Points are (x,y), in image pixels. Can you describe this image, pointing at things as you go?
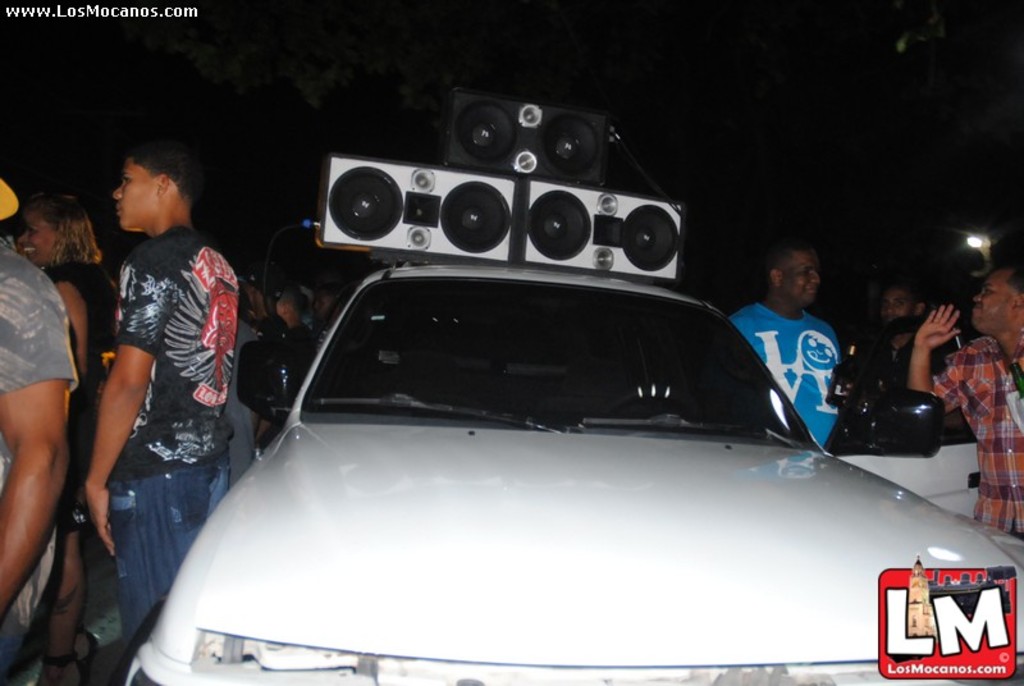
This image consists of a car (402,541) in white color. At the top (496,214), there are speakers (529,248). On the left (224,496) and right, there are many persons (75,446) standing. The background (871,274) is dark.
